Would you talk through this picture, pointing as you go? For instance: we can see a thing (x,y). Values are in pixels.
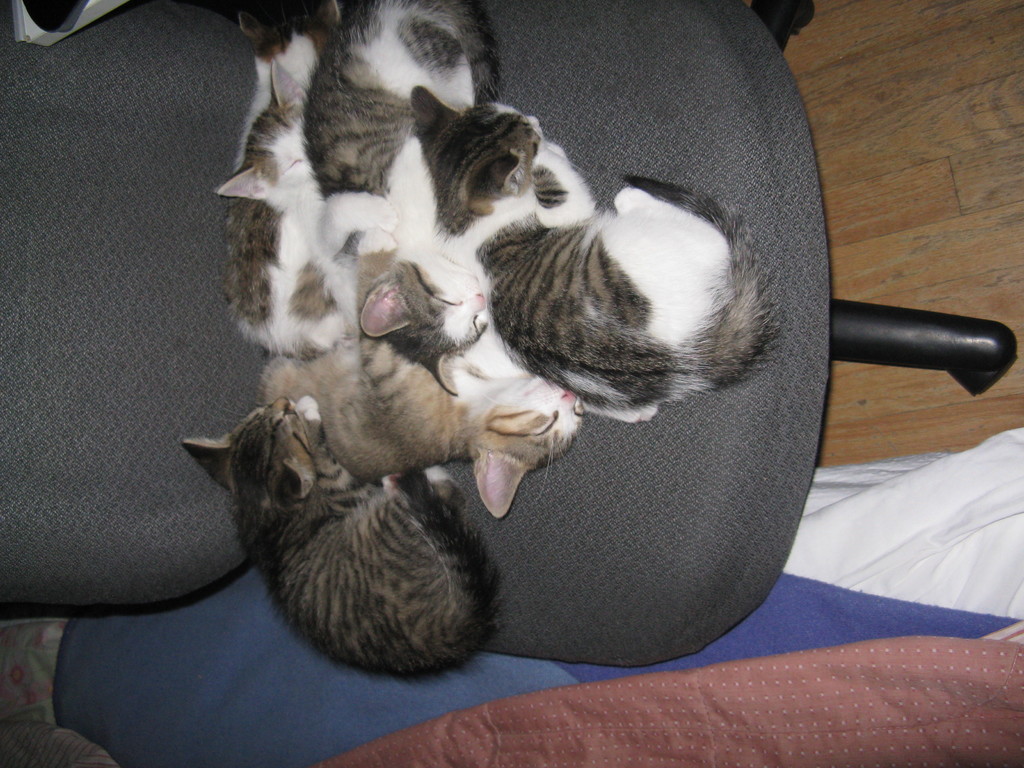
In the foreground of this image (343,654), there are cats (359,443) on the chair (635,515) which is on a wooden surface (934,262). On the bottom (283,725), it seems like there are clothes (830,640).
